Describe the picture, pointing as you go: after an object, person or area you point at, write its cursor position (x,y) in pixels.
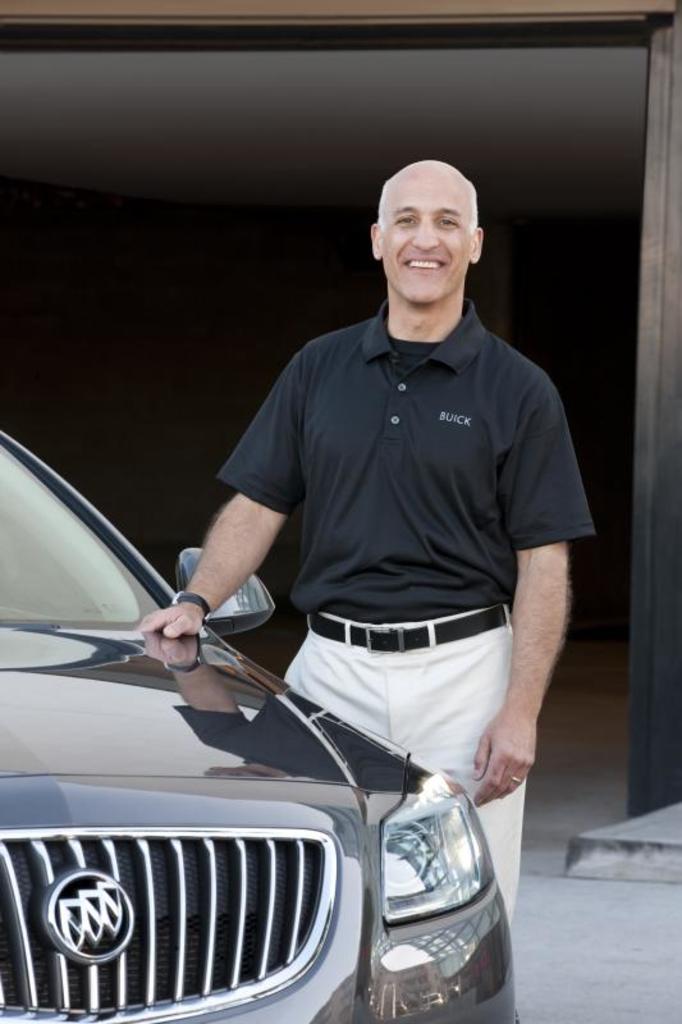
There is one man (373,468) standing and wearing a black color t shirt (425,444) in the middle of this image (371,450), and there is a car (140,657) on the left side of this image (140,657). It is dark in the background (355,209).
